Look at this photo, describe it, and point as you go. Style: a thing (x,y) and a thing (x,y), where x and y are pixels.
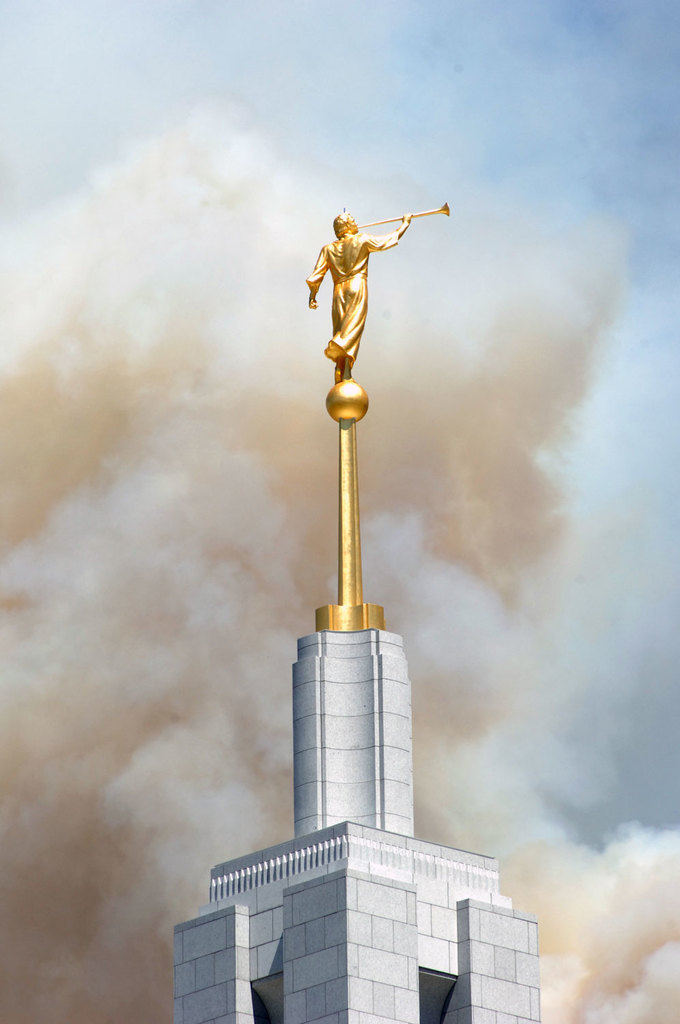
In the center of the image (355,342), we can see a sculpture (340,411) on the building (333,910) and in the background (460,439), there is smoke (465,521) in the sky (449,311).
